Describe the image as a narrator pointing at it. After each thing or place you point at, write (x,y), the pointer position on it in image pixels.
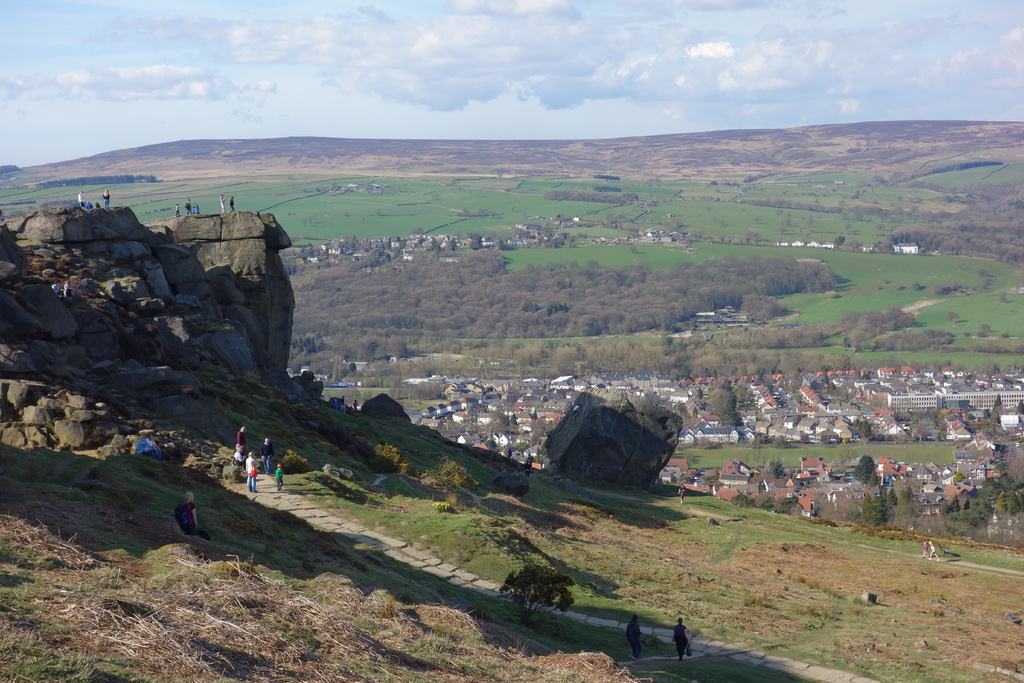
In this image we can see rocks (374,399), here is the grass (346,463), here are the group of people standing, here are the trees (710,361), here are the houses (830,425), at above the sky (634,99) is cloudy.
